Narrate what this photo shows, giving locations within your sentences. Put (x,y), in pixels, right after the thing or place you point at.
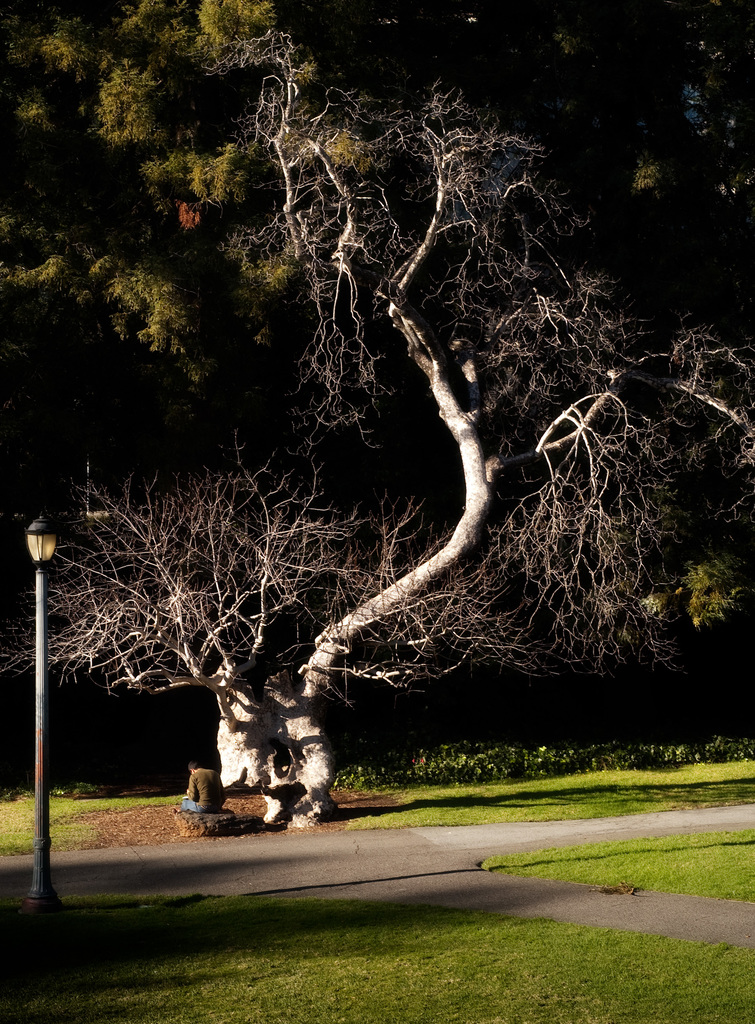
In this picture we can see a person (206,770) sitting, pole (41,677) with a lamp (44,565), grass (369,937), path (382,893) and a tree (317,643).
